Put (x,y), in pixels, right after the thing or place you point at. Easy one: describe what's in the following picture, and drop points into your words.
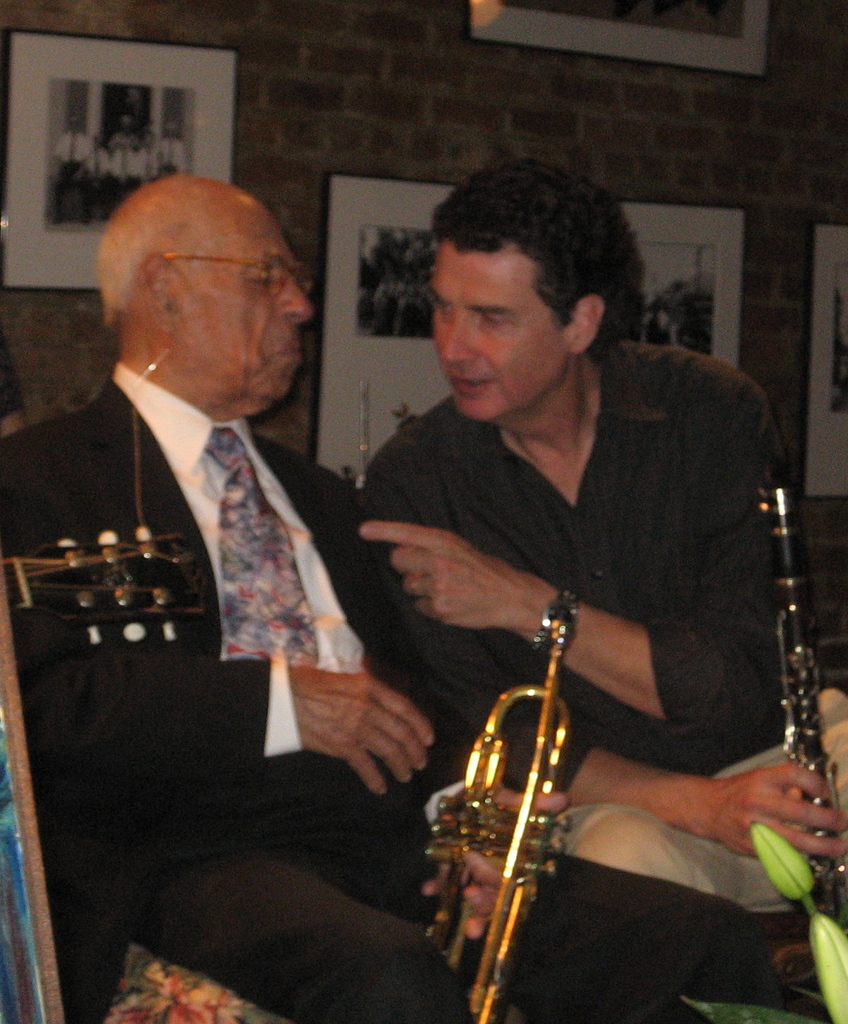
In this image there are two men (377,618) in the middle (476,563) who are talking with each other by holding the musical instruments (526,778). In the background (445,130) there is a wall (431,97) on which there are photo frames (329,286). At the bottom (147,1003) it looks like a bouquet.
